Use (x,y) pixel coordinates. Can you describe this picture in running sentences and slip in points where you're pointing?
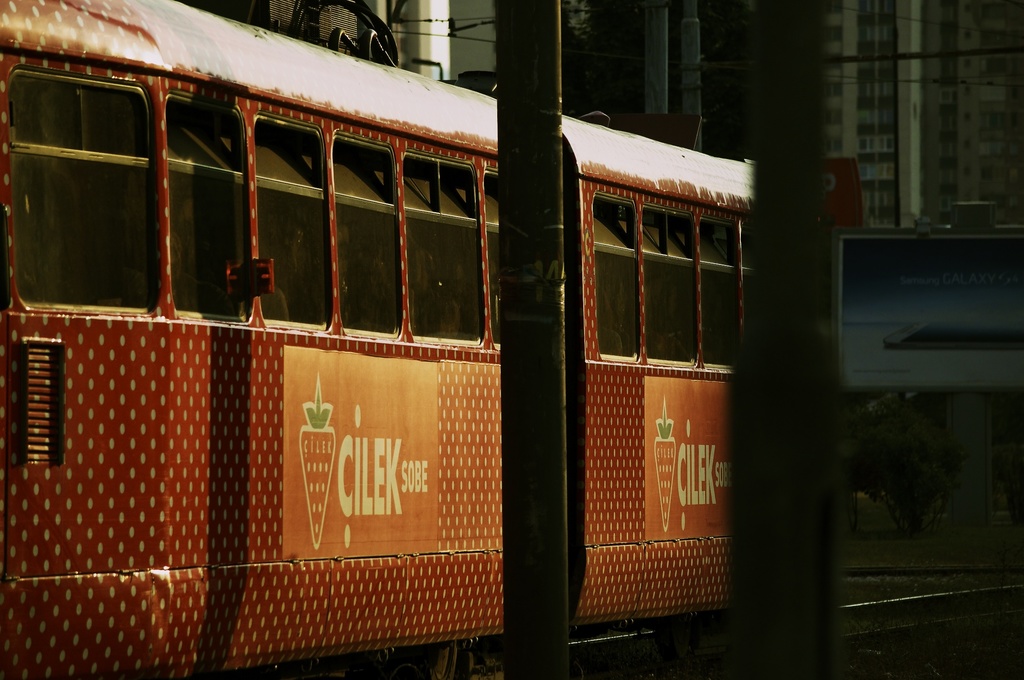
There is a train (572,229) on the railway track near two poles (777,503). In the background (932,306), there is a hoarding (940,260) and there are buildings (979,85).
